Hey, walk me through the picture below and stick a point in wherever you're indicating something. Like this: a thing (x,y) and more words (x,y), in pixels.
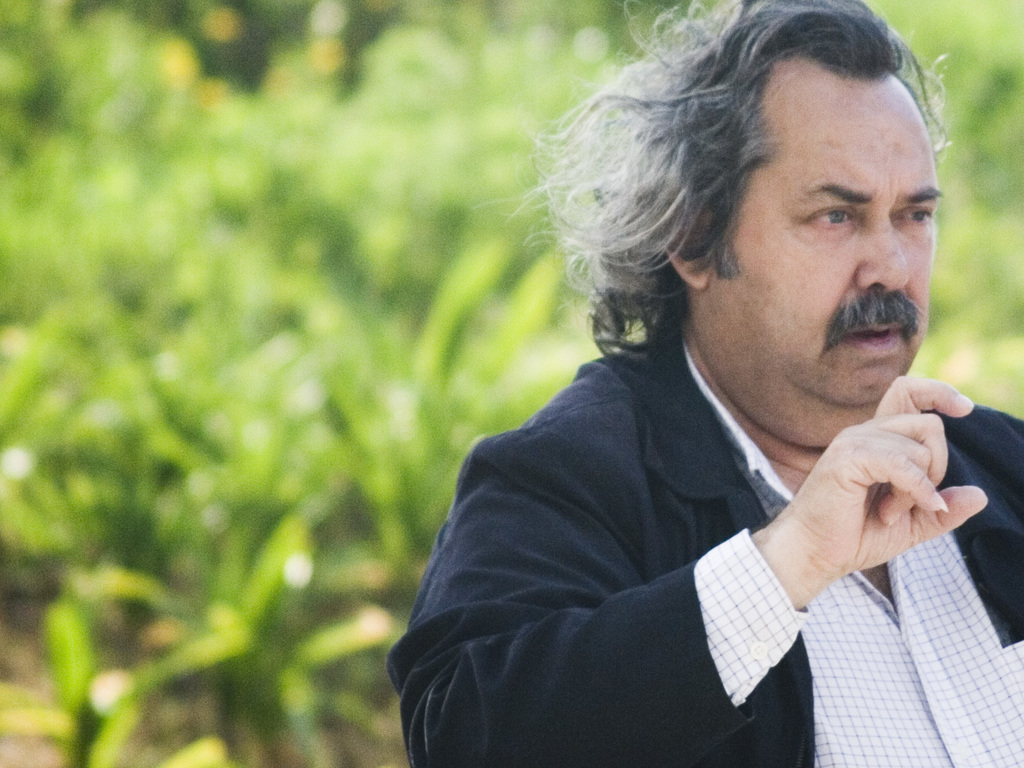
On the right side of the image (879,541) there is a man (707,492) with black jacket (671,660) and white and black checks shirt (898,615). Behind him there is a green color background (258,421).
